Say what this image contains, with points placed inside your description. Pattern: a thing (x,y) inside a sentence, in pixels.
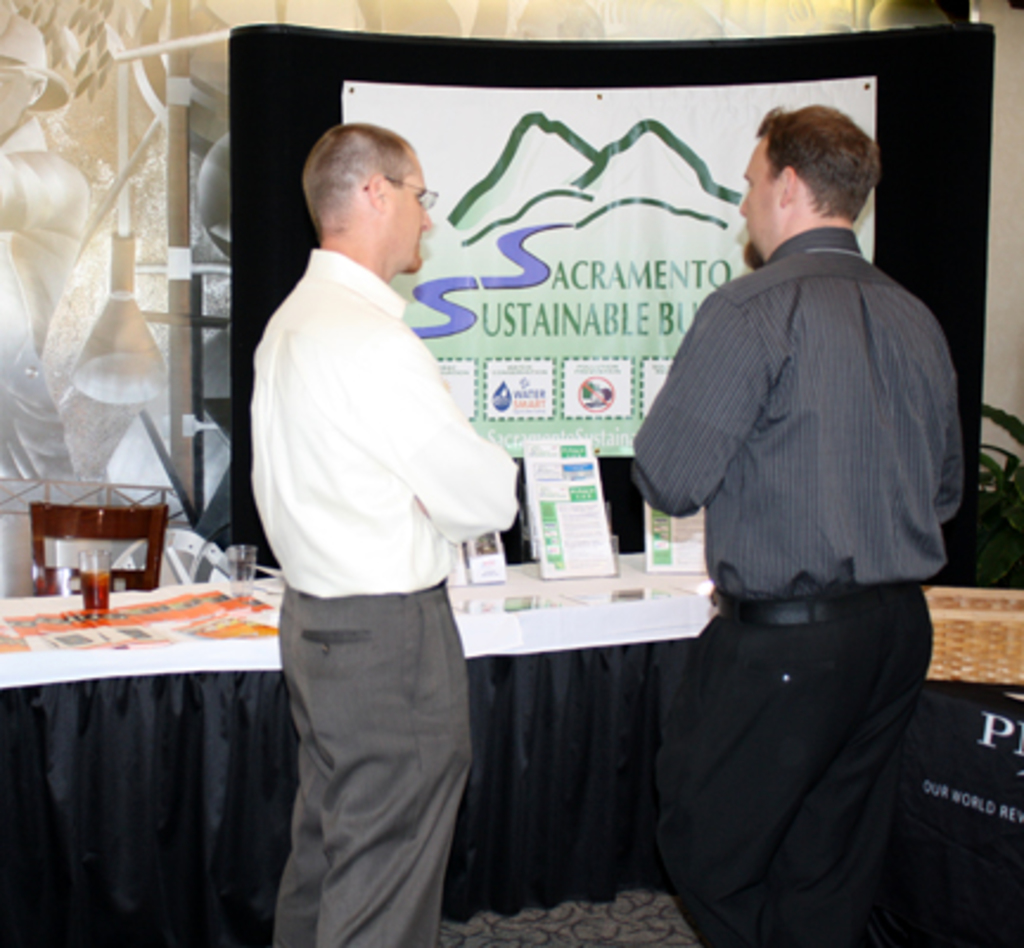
there are two persons (886,424) standing in front of a table (612,588) and talking.
